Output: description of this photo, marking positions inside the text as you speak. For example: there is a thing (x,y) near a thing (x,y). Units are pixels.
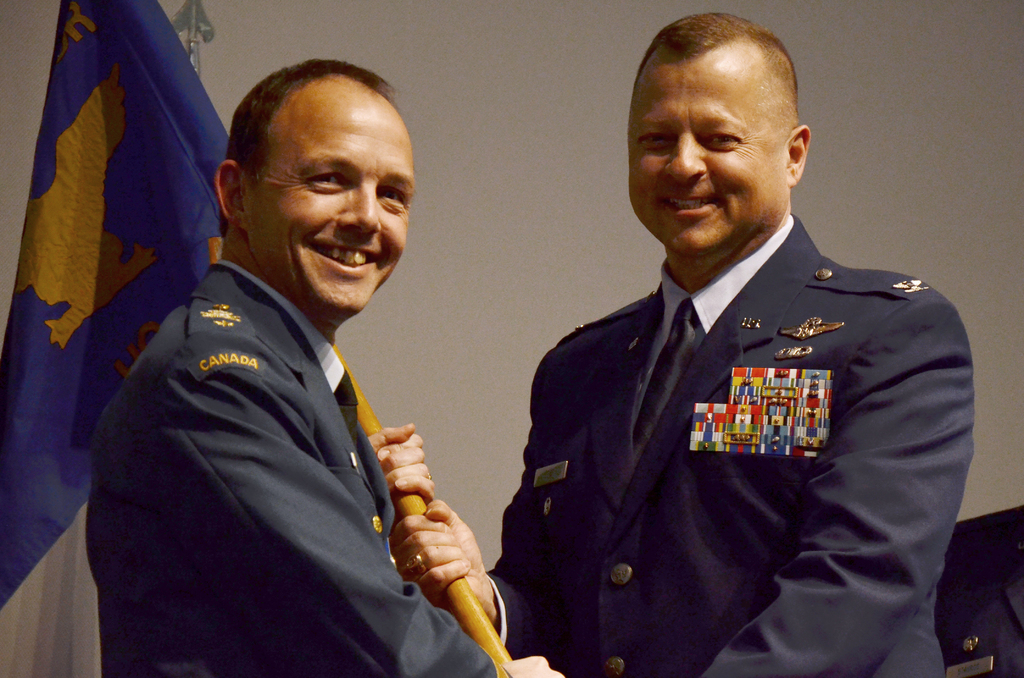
In this image, there are two people (370,571) holding a flag (40,344). In the background (405,327), we can see the wall (405,327). We can also see an object (988,651) on the bottom right corner (1000,655).
